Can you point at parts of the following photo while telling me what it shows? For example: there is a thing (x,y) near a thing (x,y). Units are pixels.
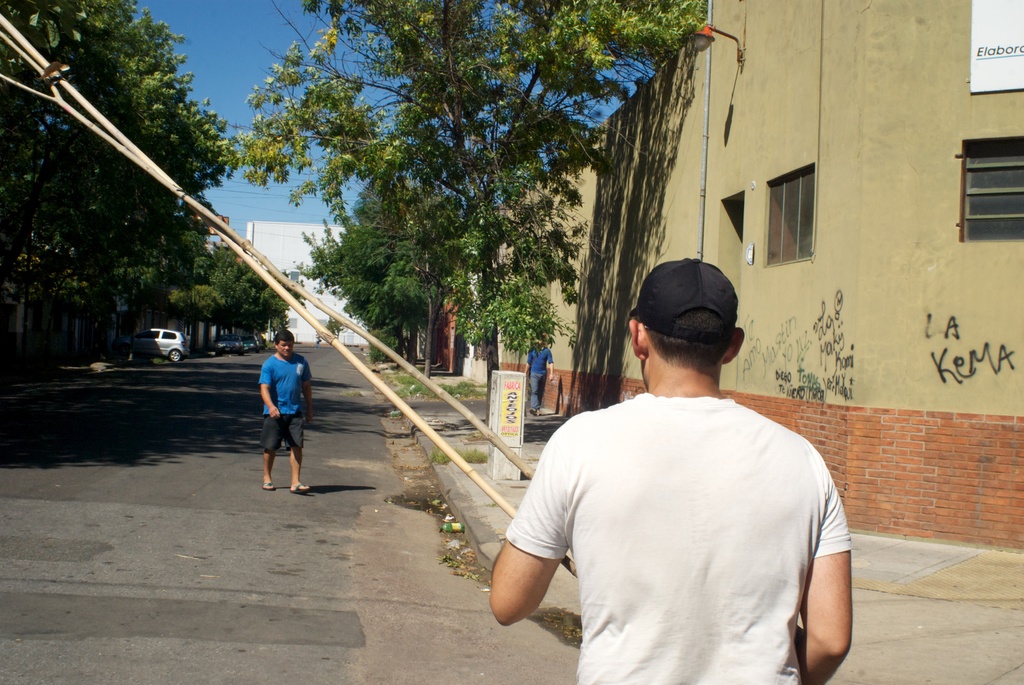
In this image I can see few buildings (928,97), glass windows (780,207), trees (456,232) and few vehicles (249,338) on the road (168,377). I can see few people (588,537) walking. The sky (231,42) is in blue color.
